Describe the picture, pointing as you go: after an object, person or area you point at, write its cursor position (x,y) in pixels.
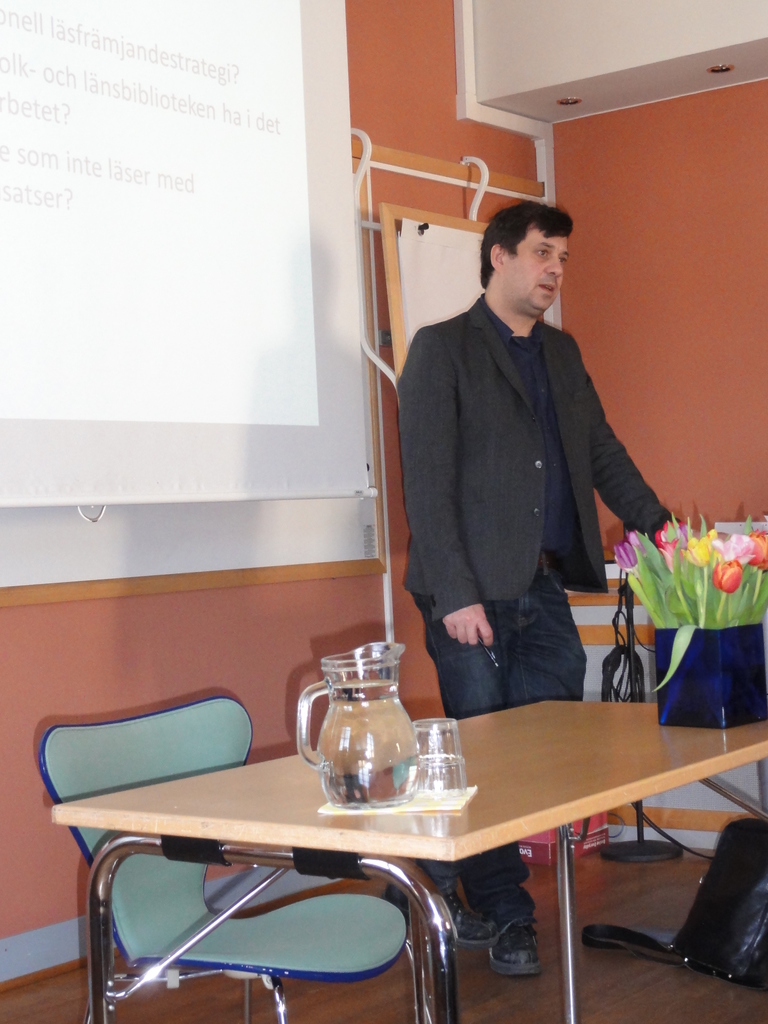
In this image there is a man (459,570) standing. In front of him there is a table (548,796). On the table (580,751) there is a flower vase (658,644), a water mug (384,720) and a glass (427,774). There is a chair (156,882) near to the table (185,835). Behind him there is a wall (268,617). To the left (51,314) there is a projector board (108,333) hanging on the wall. Beside it there is a whiteboard (430,261) on the wall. In the top right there are lights (566,100) to the ceiling (482,89).
